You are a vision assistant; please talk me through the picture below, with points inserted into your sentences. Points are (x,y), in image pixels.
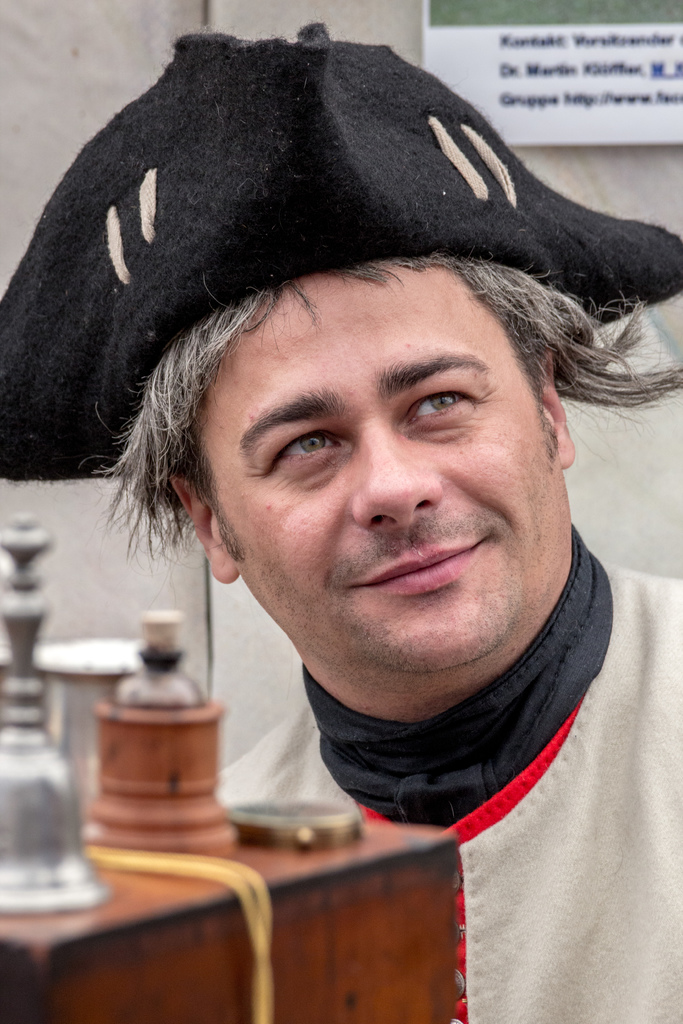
In this image we can see a person (385,572) wearing cap (368,235) on his head (305,427). We can see something here.
